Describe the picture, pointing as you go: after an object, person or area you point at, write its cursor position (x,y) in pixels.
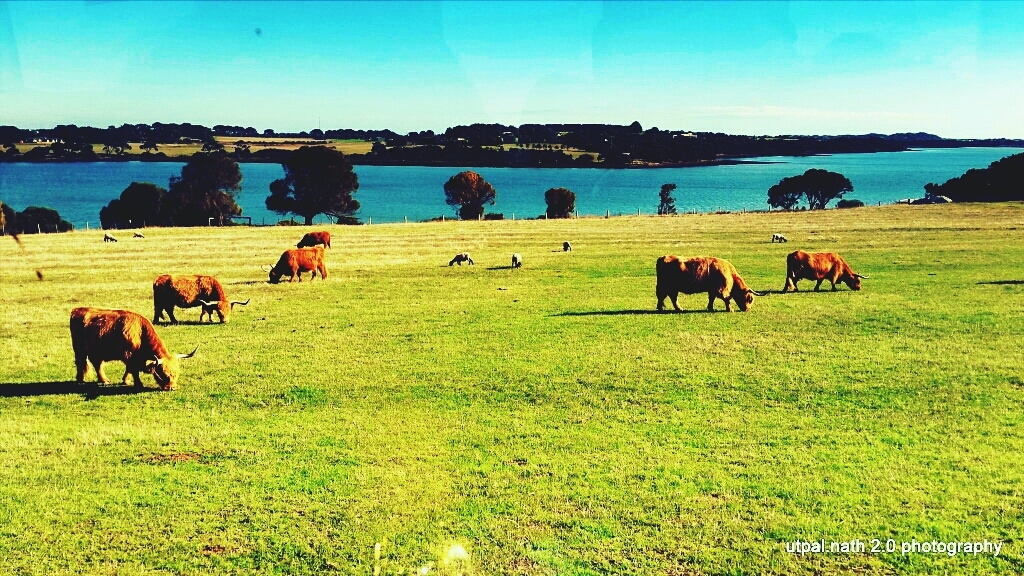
In the image we can see bulls (279,263) and other animals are standing on the grass (398,384) on the ground (441,296). In the background (403,162) there are trees (289,199), poles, water (583,209), buildings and sky (324,92).
